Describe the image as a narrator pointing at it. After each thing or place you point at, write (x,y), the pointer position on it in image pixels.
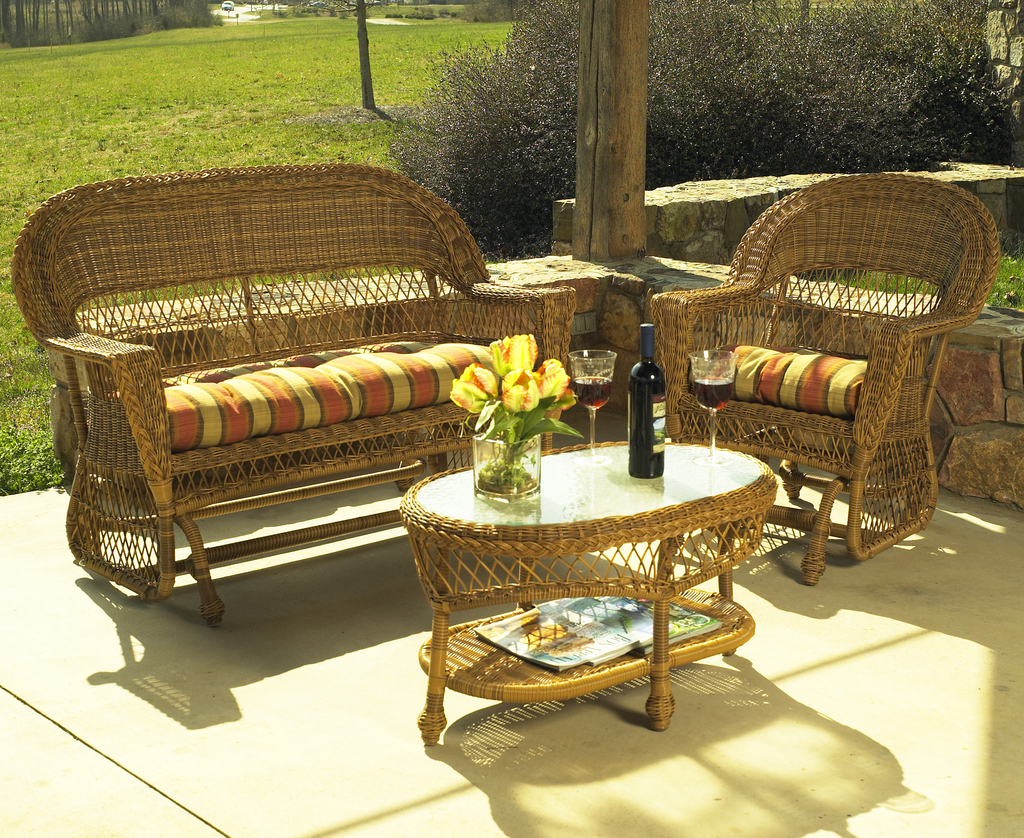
On the floor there is two plus one seaters sofa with table (721,571). There is a wine bottle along with two glasses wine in it along with flower vase (530,474) with yellow flowers (510,403). and there are some magazine books (649,633) below the table (660,624). There is a rock wall (653,241) covered around the sofa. And there are some bushes (420,129) at the back (689,69) and grass garden (217,67) with some trees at back (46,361).
